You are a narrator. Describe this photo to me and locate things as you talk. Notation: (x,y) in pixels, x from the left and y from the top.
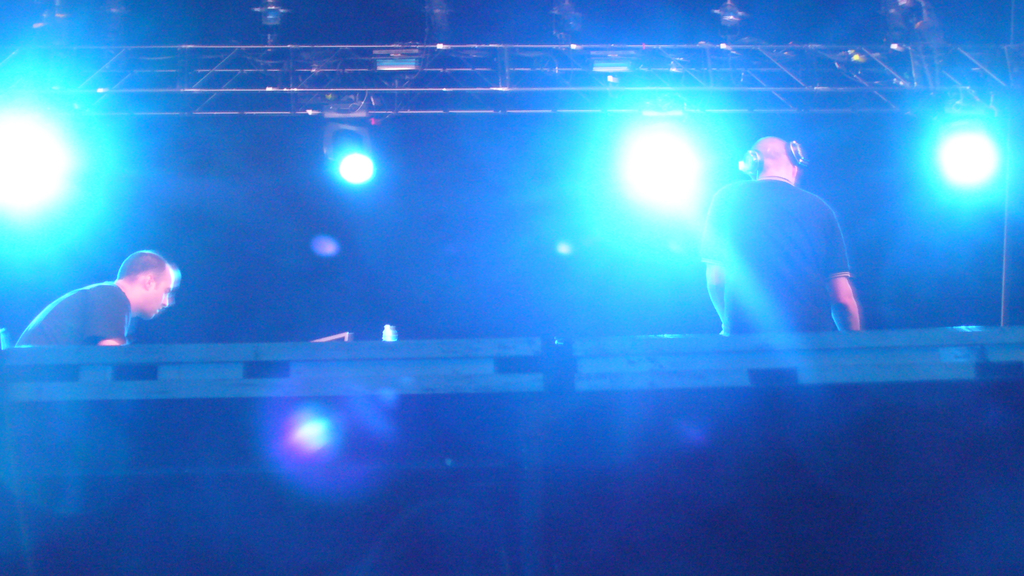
In this image I can see two persons (106,327) wearing black colored dress (753,284). I can see few metal rods (472,111) and few lights (365,131). I can see the dark background (438,242).
